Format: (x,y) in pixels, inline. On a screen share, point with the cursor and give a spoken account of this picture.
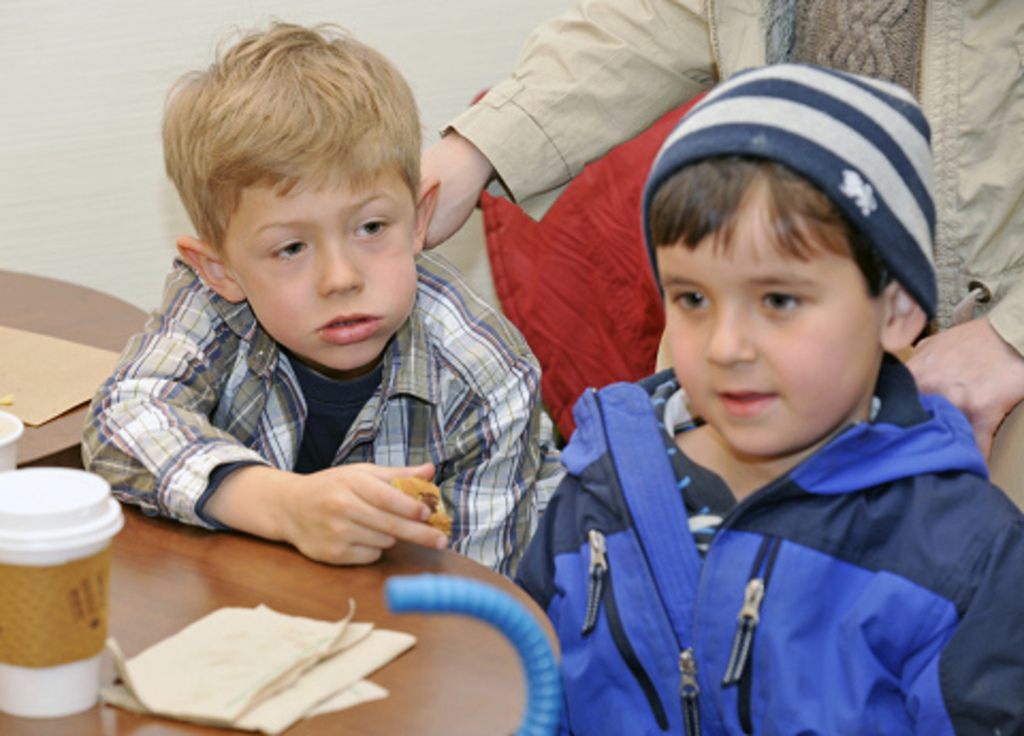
I can see in this image two boys (692,466) are sitting in front of a table (228,566) and a person (932,84) standing behind these boys (387,445). On the table (121,611) we have few objects (99,606) on it.
